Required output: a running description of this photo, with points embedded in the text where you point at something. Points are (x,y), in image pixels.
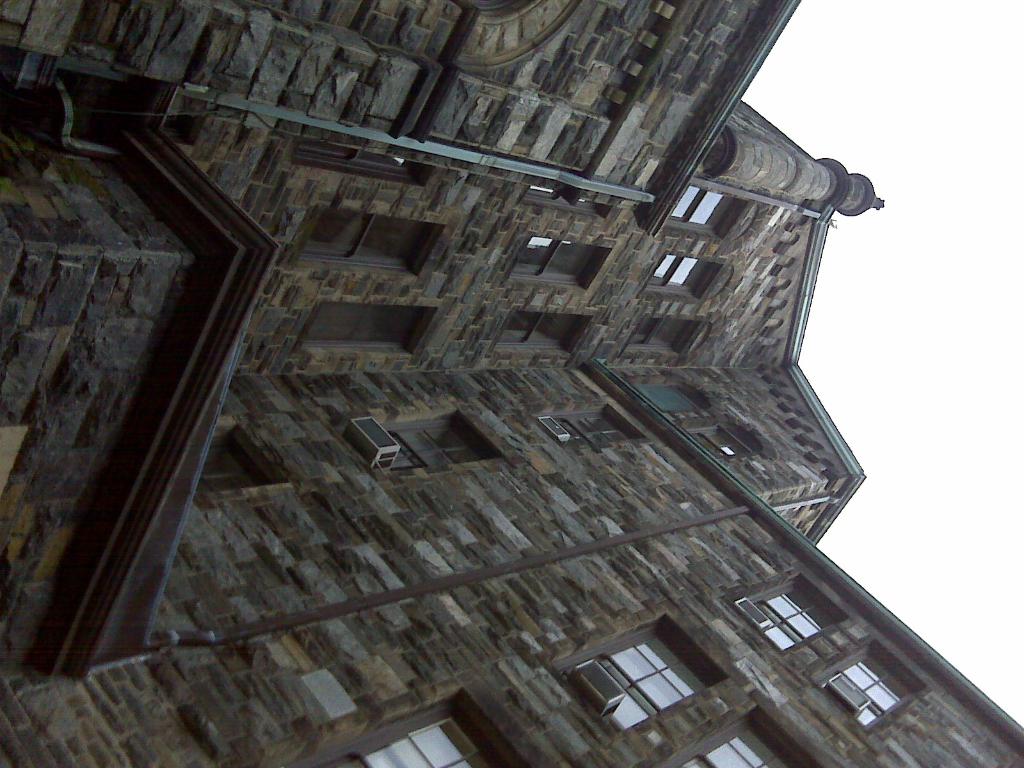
In this image we can see a building (660,558), windows (630,666), and AC condensers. On the right side of the image (940,482) we can see sky (938,208).
